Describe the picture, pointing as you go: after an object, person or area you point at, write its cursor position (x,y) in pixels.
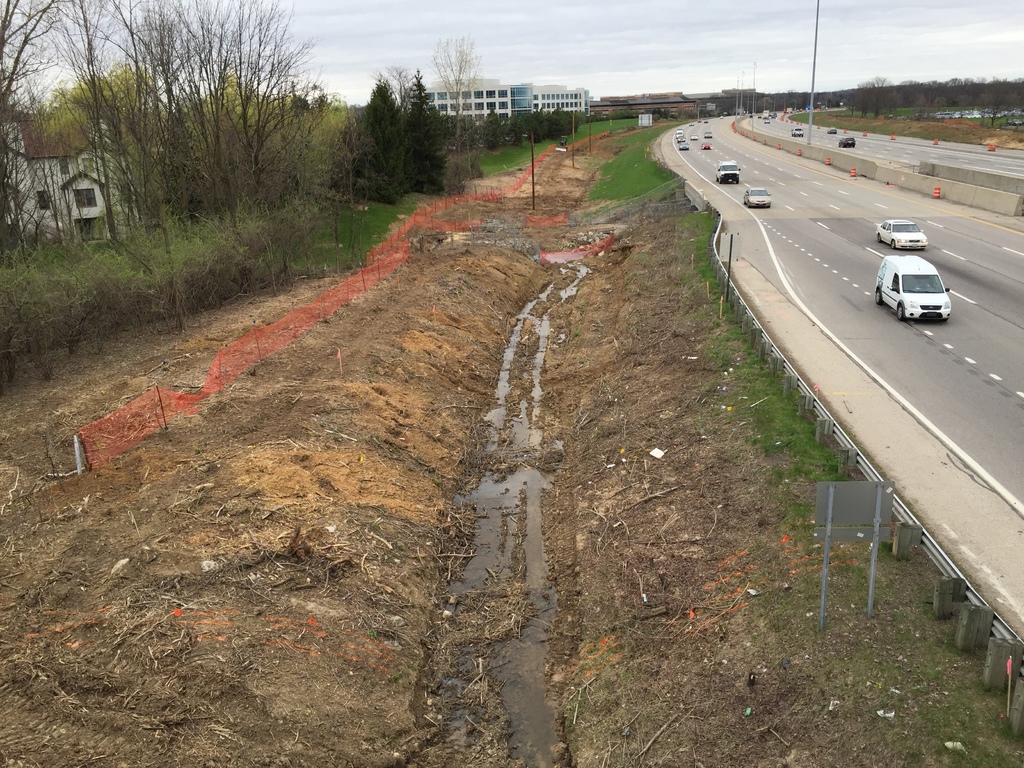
In this image, we can see water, twigs (693,300), grass (821,697) and poles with mesh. On the right side of the image (742,275), we can see vehicles (726,169) on the roads (866,251) and poles (876,549) with board (861,520). At the top of the image (71,238), there are trees (427,160), plants (117,267), buildings (92,211), grass (627,150), vehicles (1023,111), poles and the sky (608,75).
